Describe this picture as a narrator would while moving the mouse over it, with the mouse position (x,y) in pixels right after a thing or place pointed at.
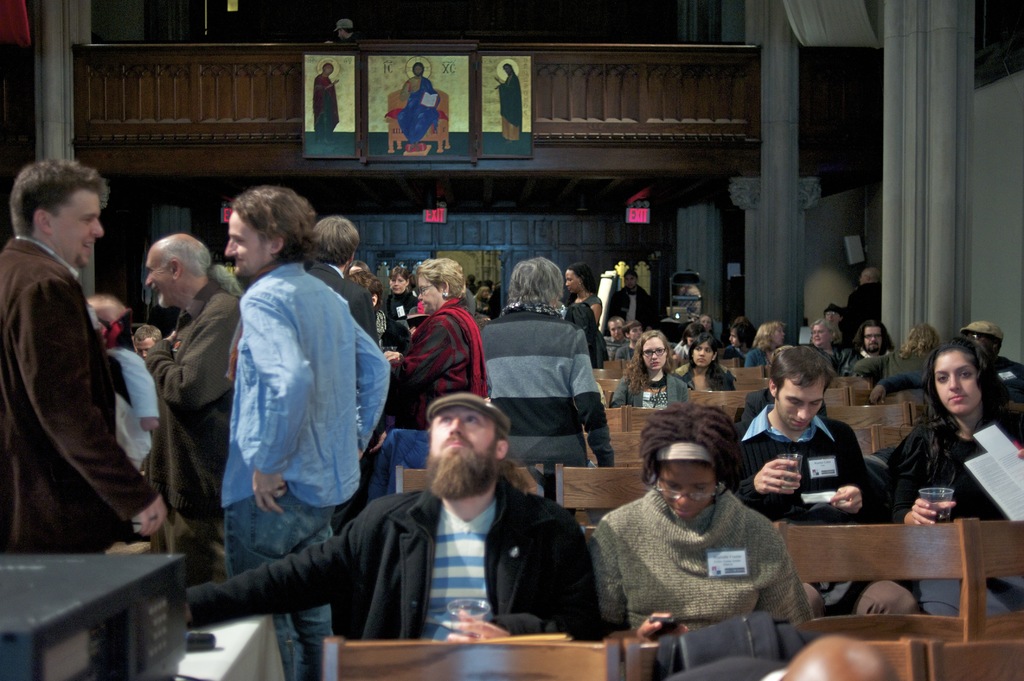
The photo is taken inside a big hall (431,195). Many people (524,541) are sitting on chairs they are holding glasses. Few people (294,333) are standing over here. In the background (671,107) there is fence (639,141), wall (349,191) and photo frame (405,103).
